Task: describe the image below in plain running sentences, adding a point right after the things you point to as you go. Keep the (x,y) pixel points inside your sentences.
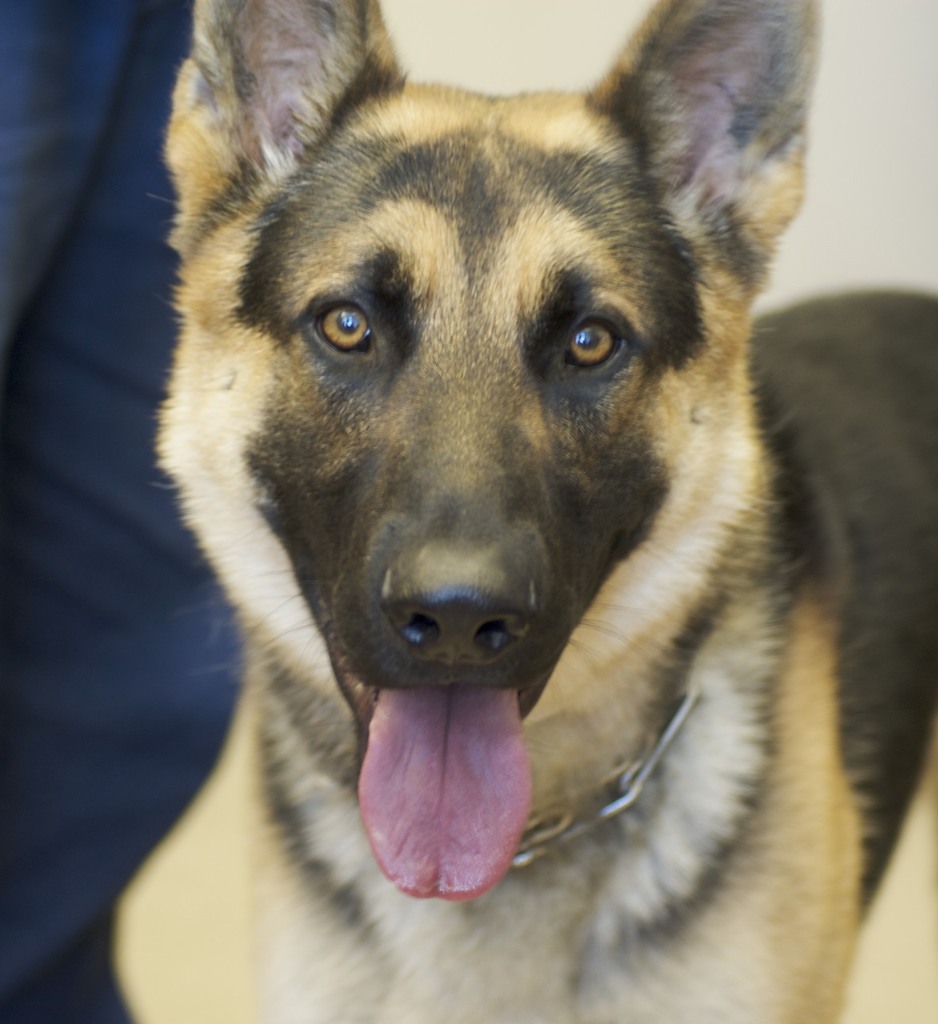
In this image I can see a dog (847,720) in brown, black and white color. Background (894,112) is white in color.
